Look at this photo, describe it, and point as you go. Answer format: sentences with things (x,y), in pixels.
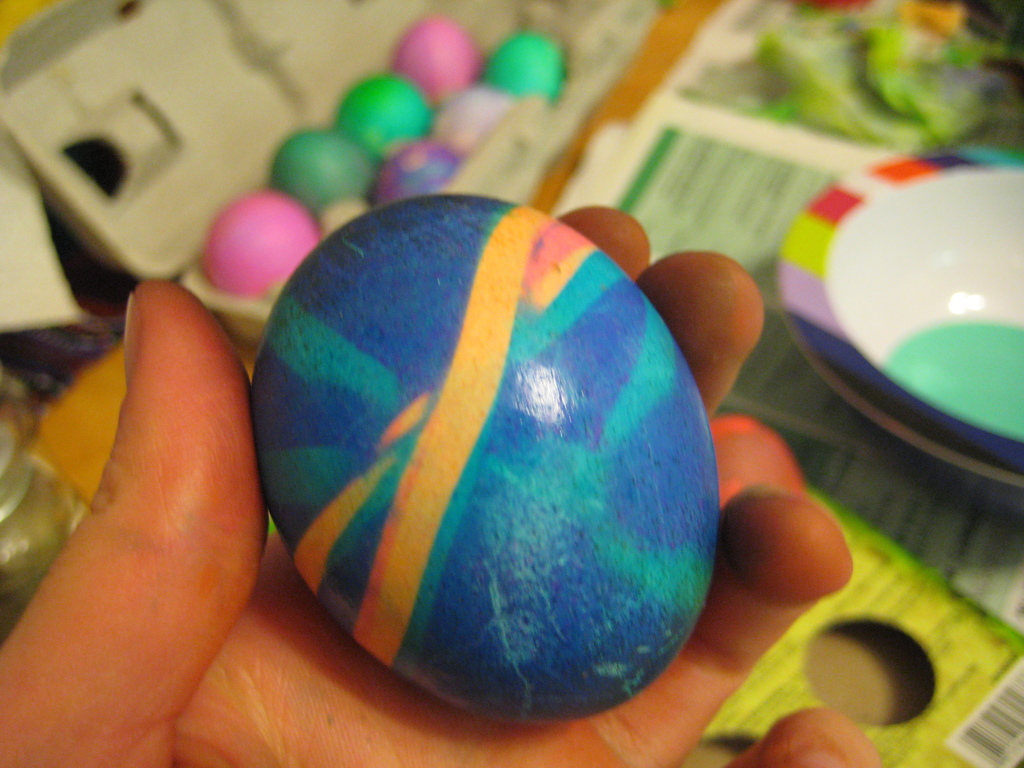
In this picture I can see an object (478,505) on a person's hand (280,721). In the background (769,286) I can see a bowl (843,250), papers (735,235) and some other objects (345,120).
